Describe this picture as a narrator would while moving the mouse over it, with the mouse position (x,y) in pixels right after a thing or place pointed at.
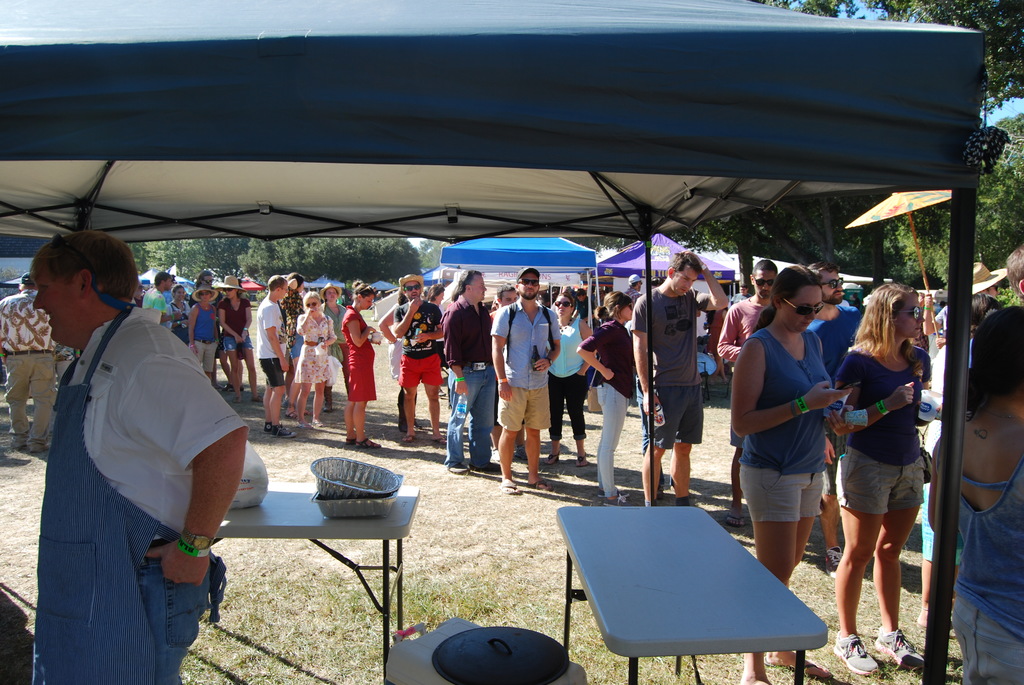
In this picture we can see a group of people (702,393) standing carrying bottle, mobiles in their hand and in front of them there is table (255,516) and on table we can see baskets (331,506), plastic cover (244,498) and in background (262,249) we can see tents (543,251), trees (246,254), umbrella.
